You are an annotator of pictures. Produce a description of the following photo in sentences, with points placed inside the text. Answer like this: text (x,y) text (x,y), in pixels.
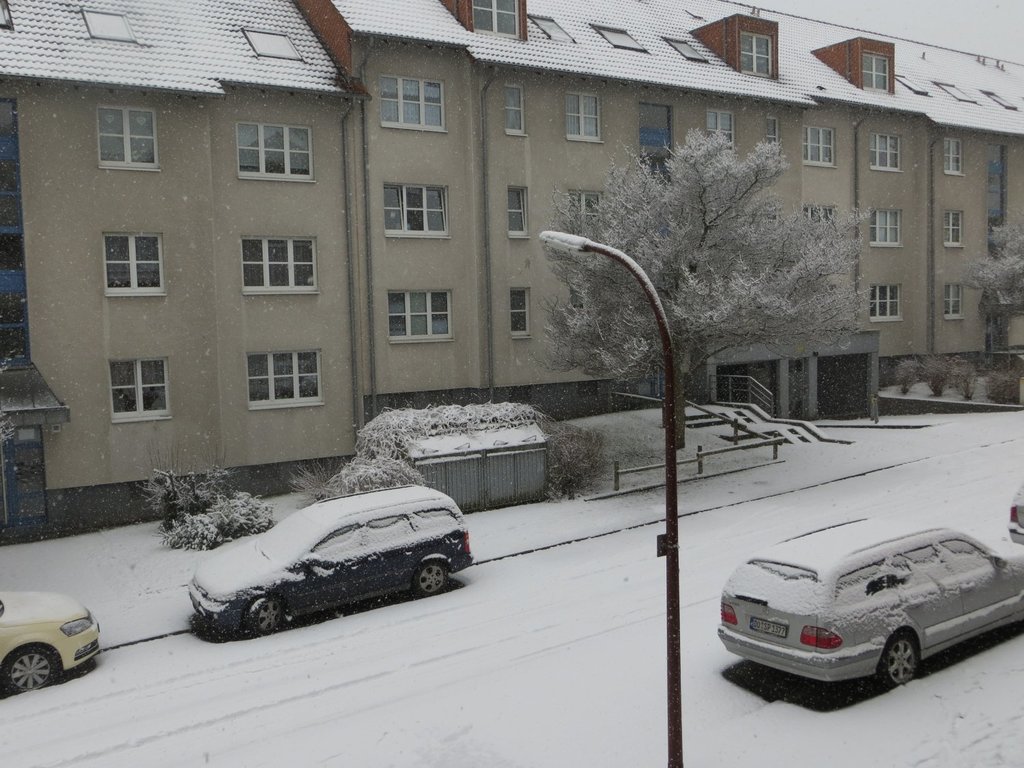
In this image I can see a building (509,211), number of windows (146,251), plants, few trees (598,357), few vehicles (918,614), a pole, a street light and I can also see snow (2,722).
